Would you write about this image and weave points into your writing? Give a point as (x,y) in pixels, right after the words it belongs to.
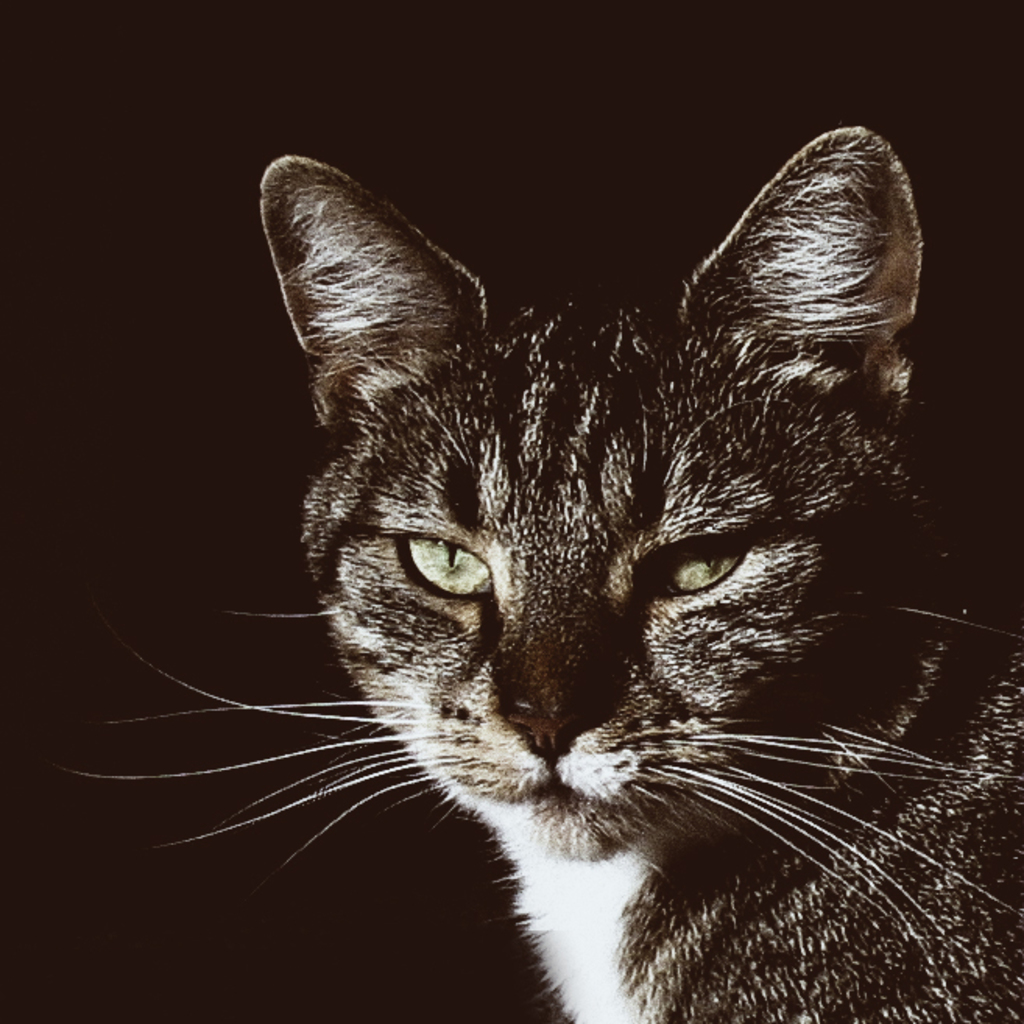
In this picture we can see a cat (654,854), there is a dark background (98,84).
